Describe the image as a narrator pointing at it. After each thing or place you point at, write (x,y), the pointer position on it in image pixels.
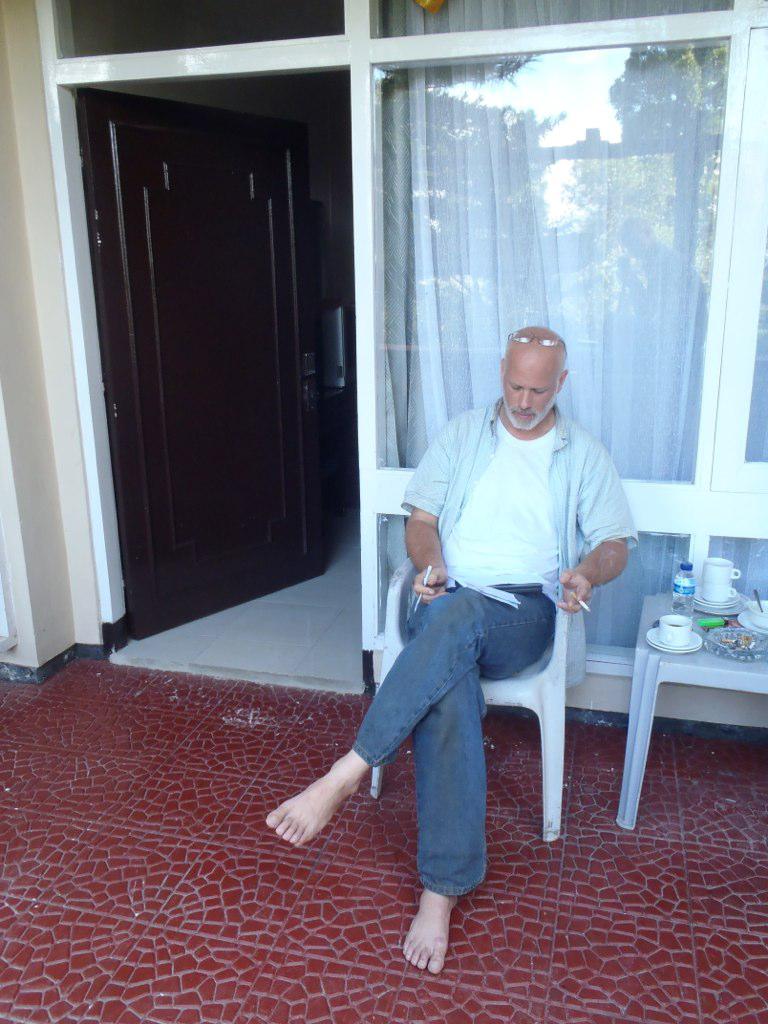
As we can see in the picture that a man (541,472) is sitting on a chair (405,575) and he is holding something in his hand (428,598). Beside him there is a table (648,663) and a water bottle (687,593), tea cup (683,618) is placed. This is a door (189,367).
